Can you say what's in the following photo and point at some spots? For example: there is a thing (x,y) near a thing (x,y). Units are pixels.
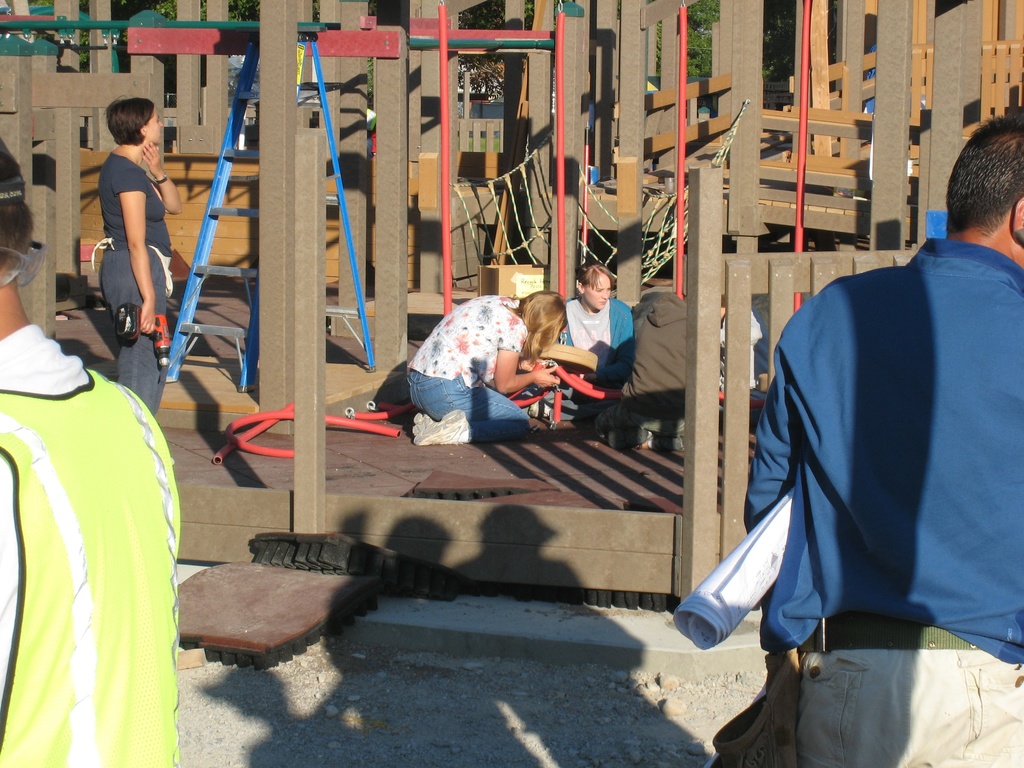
In the image we can see there are people (871,420) standing and some of them are sitting, they are wearing clothes (590,341) and some of them are wearing shoes (536,404) and carrying objects (132,321) in hands (146,316). Here we can see the stones (673,684) and the construction (479,255).
